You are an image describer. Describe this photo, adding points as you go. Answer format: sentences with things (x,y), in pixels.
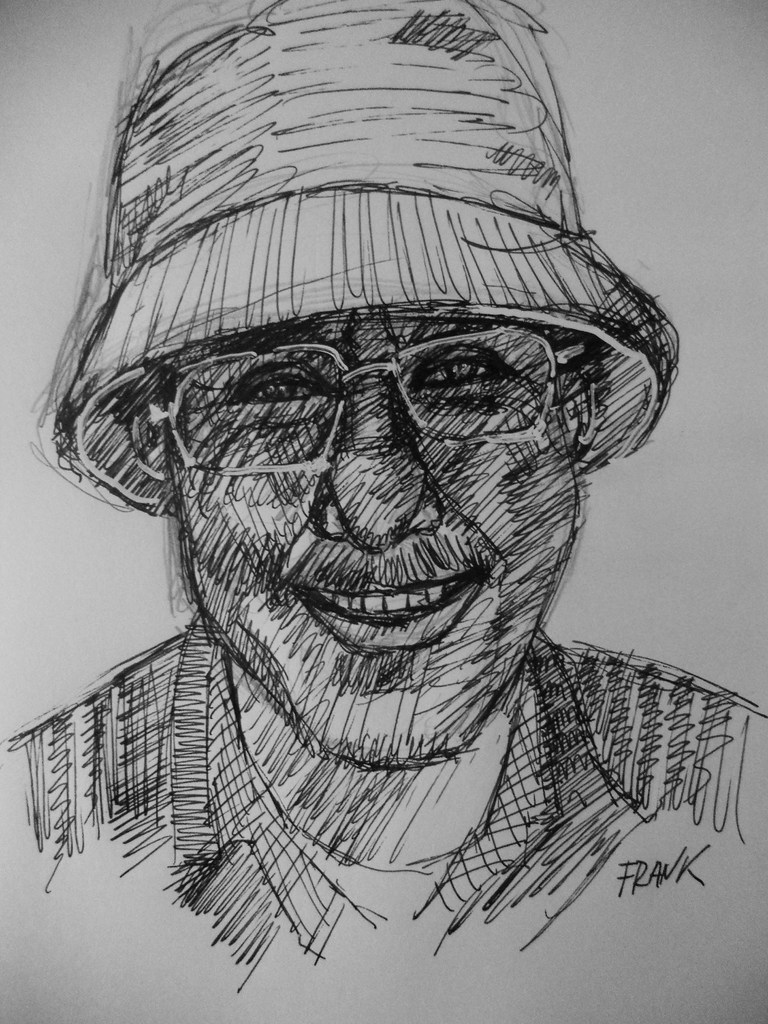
In this image there is painting (298,567) of a person (423,640). Person (357,460) is wearing spectacles (312,378) and cap (355,249).
